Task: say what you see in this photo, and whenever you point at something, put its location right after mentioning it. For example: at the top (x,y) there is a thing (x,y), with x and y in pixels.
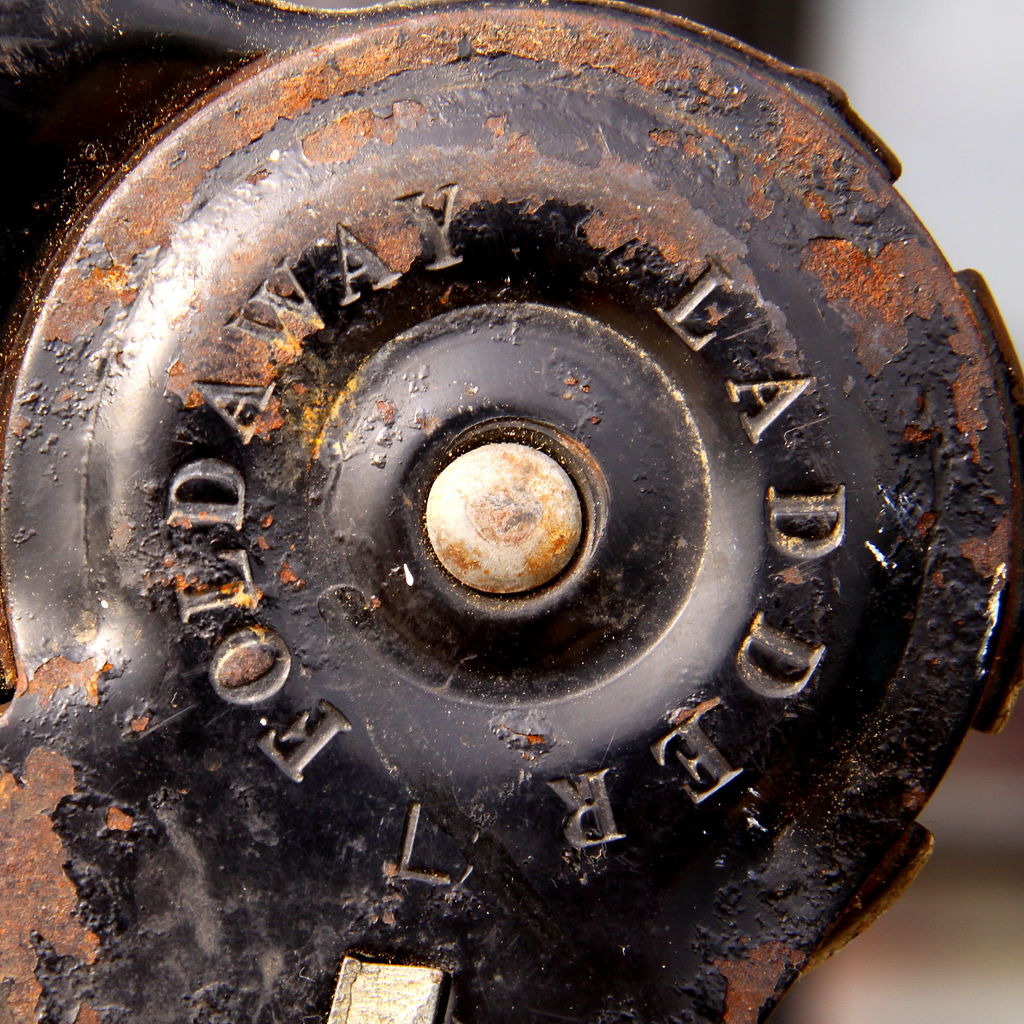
In this picture we can see a rusted iron object (356,507). Behind the object (602,371) there is a blurred background (956,973).
